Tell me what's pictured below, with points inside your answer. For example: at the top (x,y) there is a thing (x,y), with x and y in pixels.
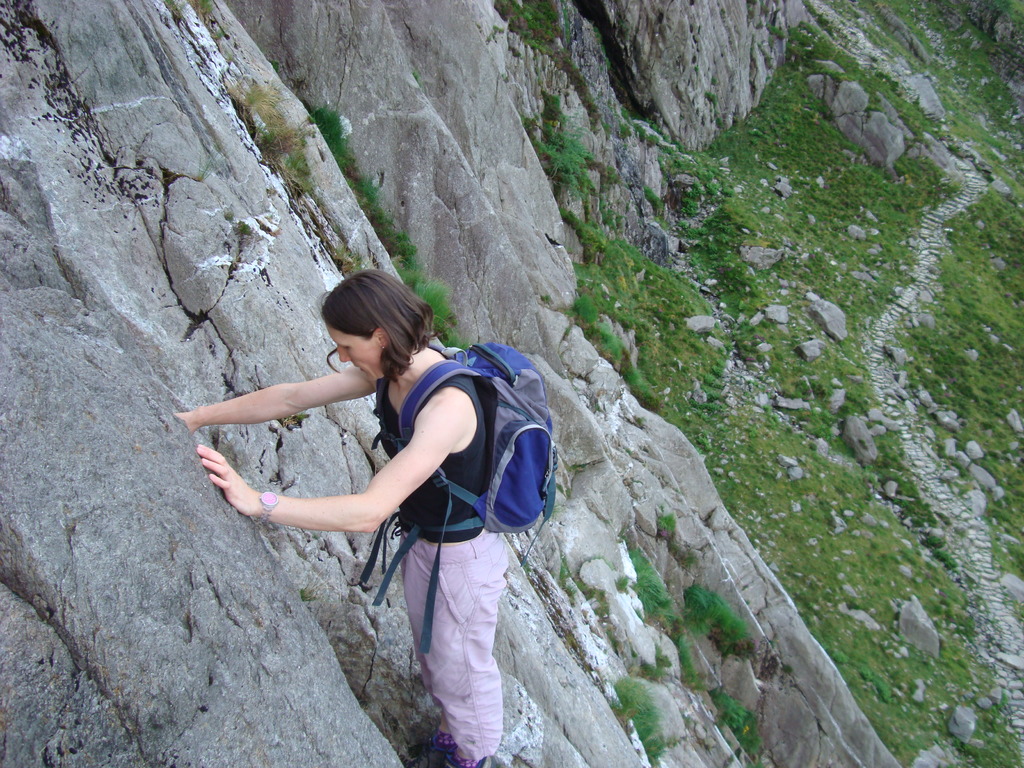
In this image I can see a woman (419,460) wearing black dress (432,492) and pant (437,614) is standing and I can see she is wearing a blue colored bag (540,463). In the background (517,248) I can see a huge rock mountain (386,117) and some grass (724,205) and few stones (710,321) on the mountain (770,342).
